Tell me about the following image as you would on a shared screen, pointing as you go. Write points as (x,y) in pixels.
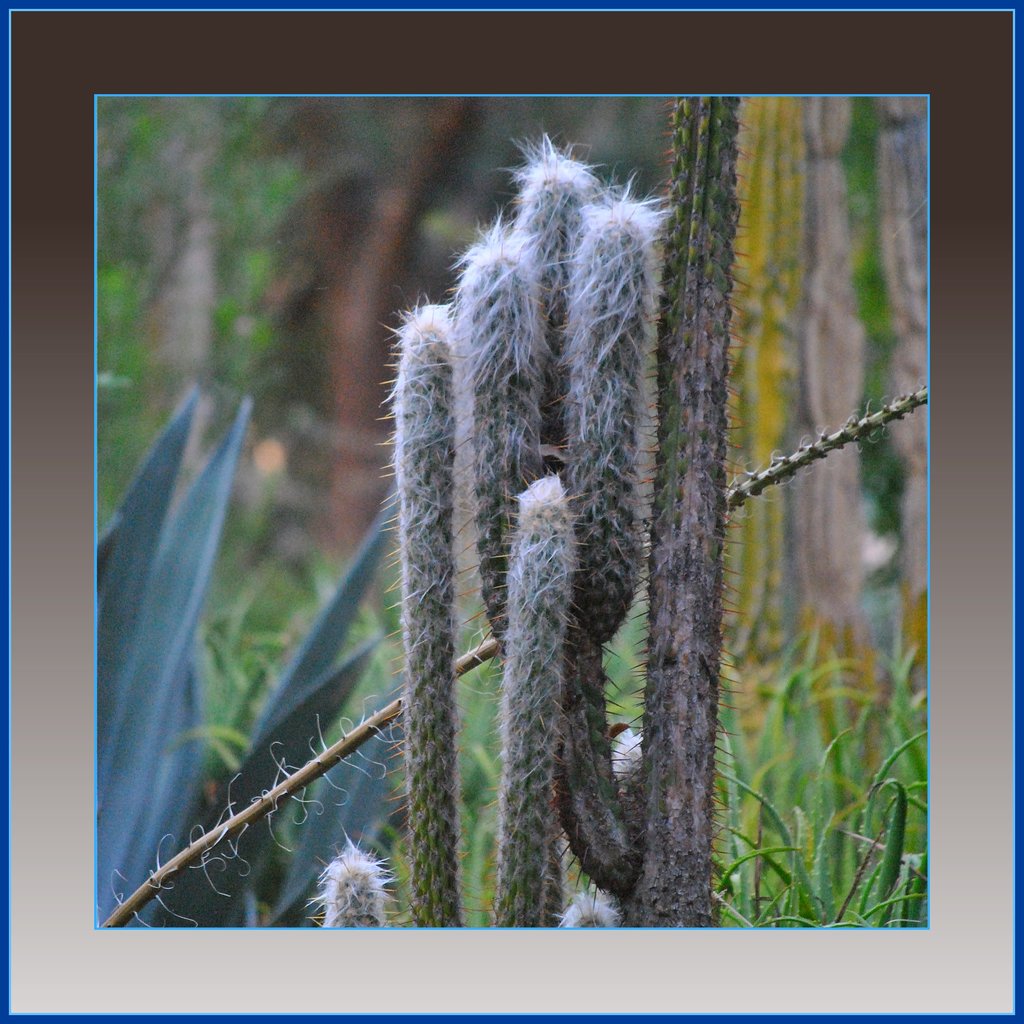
In this image I can see plants (491,375) and trees (333,338) in a garden (512,505). This image looks like a photo frame.
